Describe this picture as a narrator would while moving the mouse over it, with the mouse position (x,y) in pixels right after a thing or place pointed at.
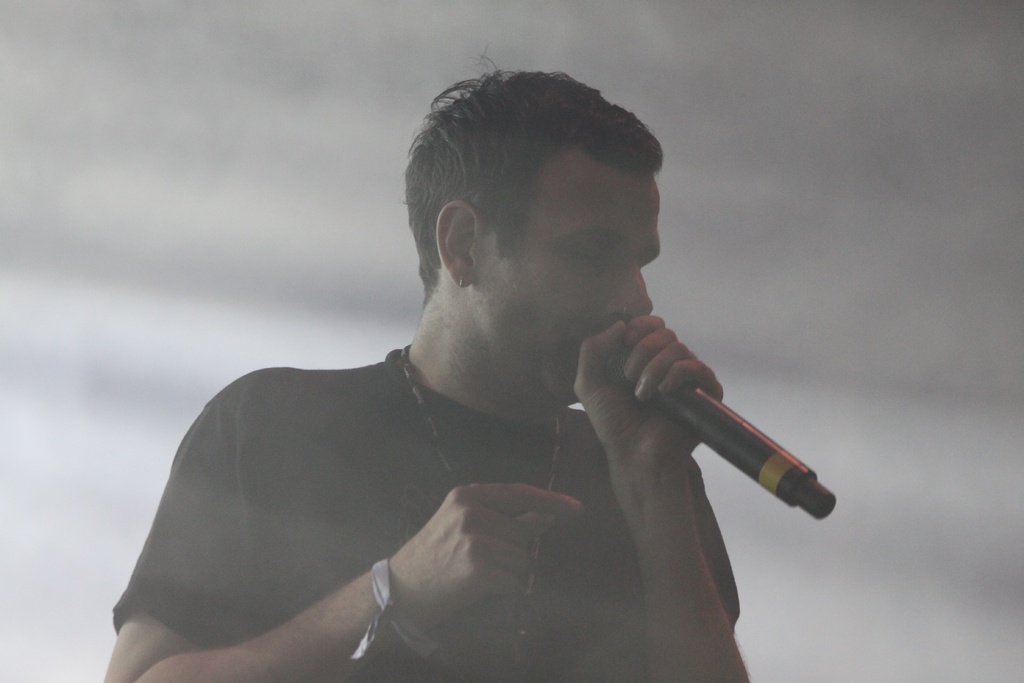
This is the picture of a man (477,491) in black t shirt (349,529) was holding a microphone (700,408) and singing a song. Behind the man (379,479) there is a smoke (872,600).
